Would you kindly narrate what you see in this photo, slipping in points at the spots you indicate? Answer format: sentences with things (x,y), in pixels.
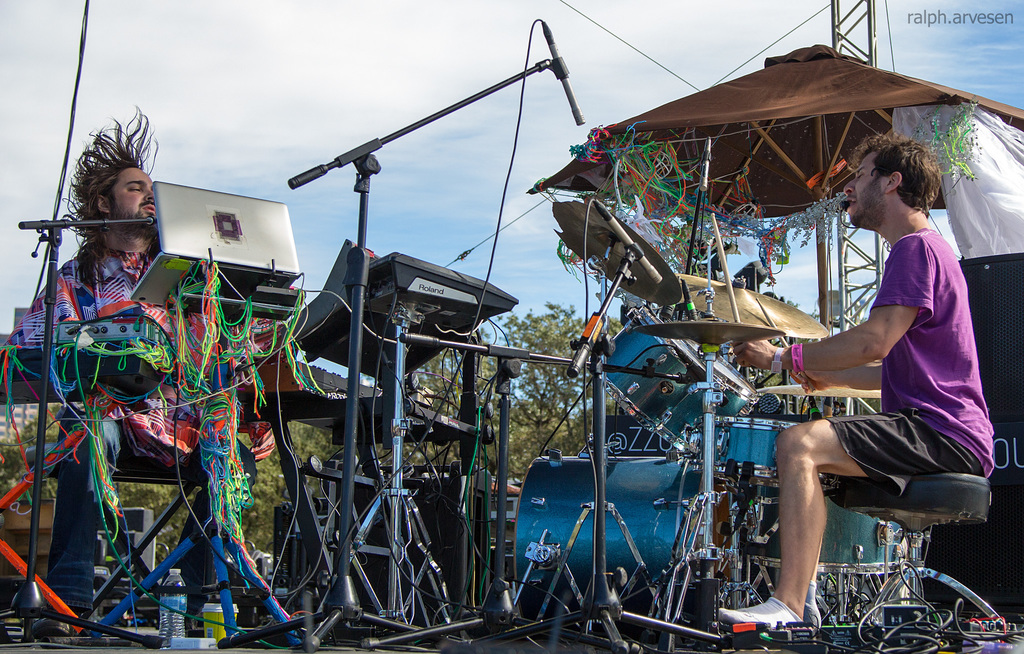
In this picture we can see there are two men (854,367) sitting. A man (792,524) is in the purple color t shirt (914,354) and he is holding the drumsticks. In front of the men (933,372) there are microphones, cables (451,502), a bottle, stands (317,456) and some musical instruments (737,441). Behind the men (158,401) there is a truss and a pole (814,188) with an umbrella (773,100). Behind the truss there are trees (545,343) and the sky (1020,17).
